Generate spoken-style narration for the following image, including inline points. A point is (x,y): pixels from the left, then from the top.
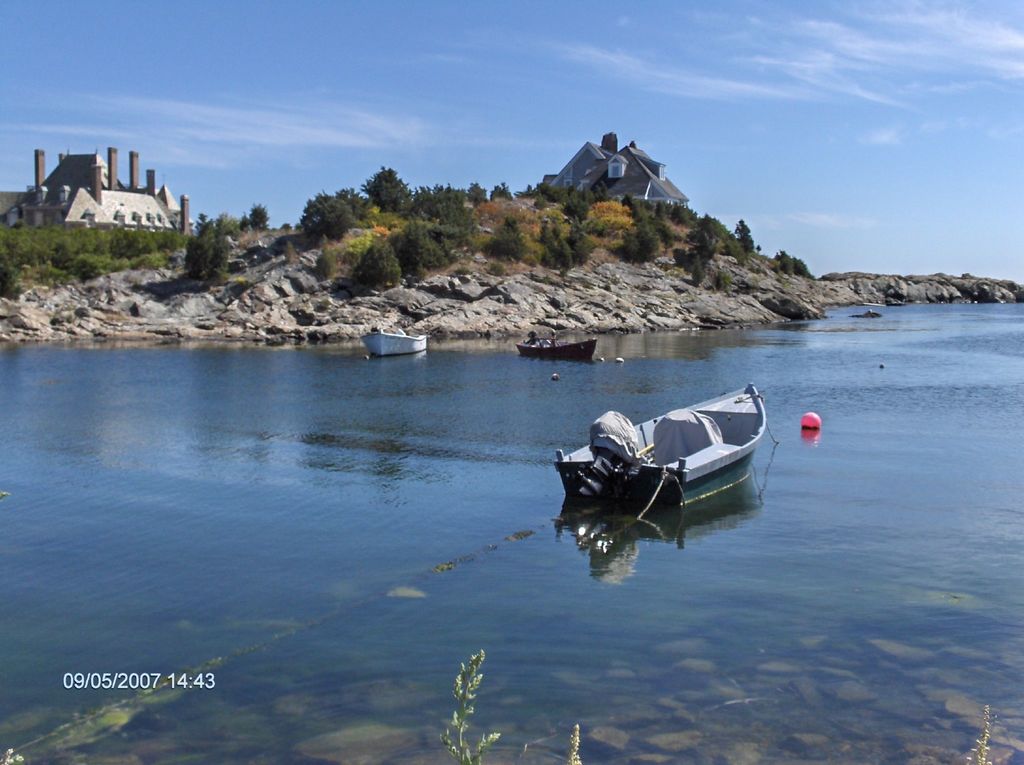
In this image, we can see few boats (600,479) are above the water (552,387). Background (47,308) we can see rocks (691,311), houses (41,206), trees (723,234) and plants (336,258). Top of the image (471,102), there is a sky (642,96). Left side (147,680) bottom of the image (130,680), there is a watermark (135,689). It represents date and time.
